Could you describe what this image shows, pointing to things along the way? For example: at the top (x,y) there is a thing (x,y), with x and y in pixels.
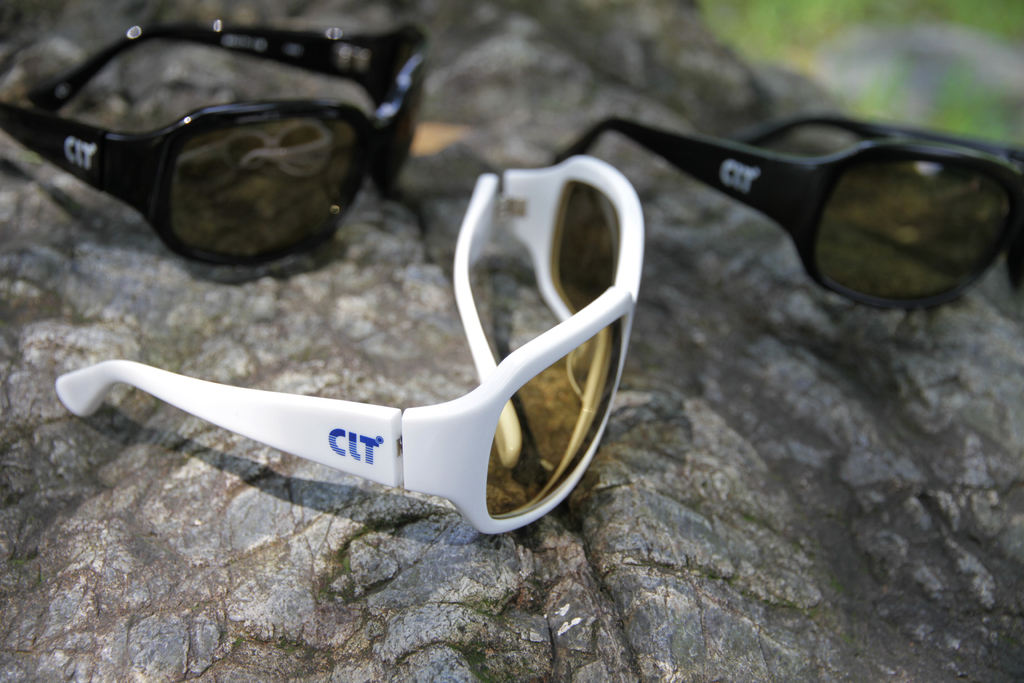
In this image I can see glasses (469,292) on the rock (210,377) among them two are black and one is white in color.
